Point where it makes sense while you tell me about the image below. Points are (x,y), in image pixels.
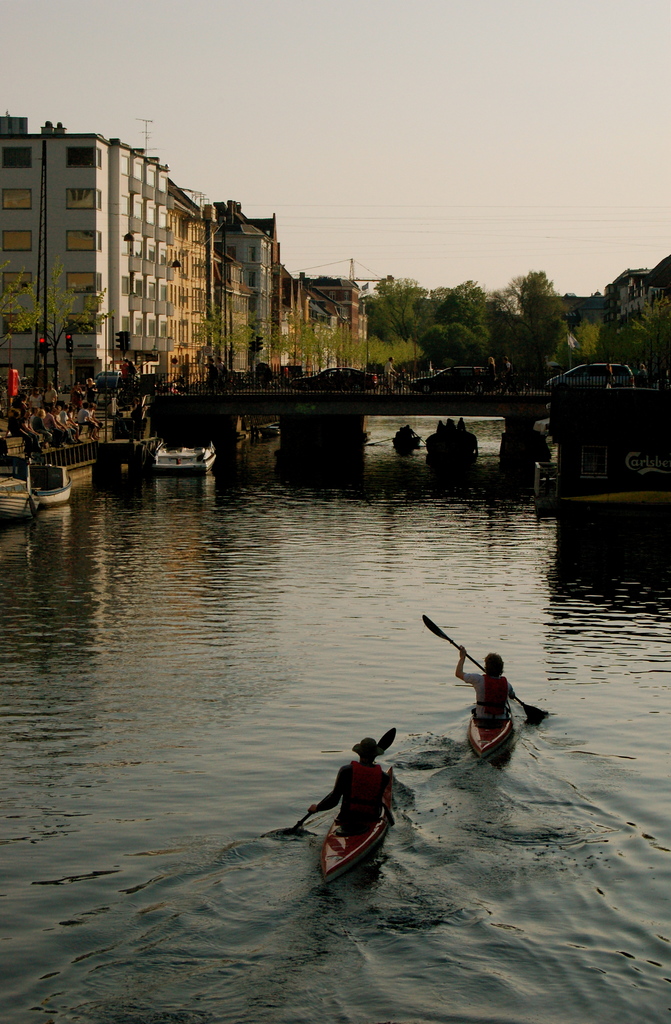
In this picture we can see there are two people (358,794) sitting on a boat (389,775) and holding the paddles (477,664) and boats (441,461) are on the water (219,528). Behind the boats (160,469) there are some vehicles (452,379) and people (407,375) on the bridge (515,407) and some people (53,409) are sitting. Behind the bridge (206,378) there are poles (46,357) with traffic signals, buildings (283,274), trees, cables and the sky (375,80).
